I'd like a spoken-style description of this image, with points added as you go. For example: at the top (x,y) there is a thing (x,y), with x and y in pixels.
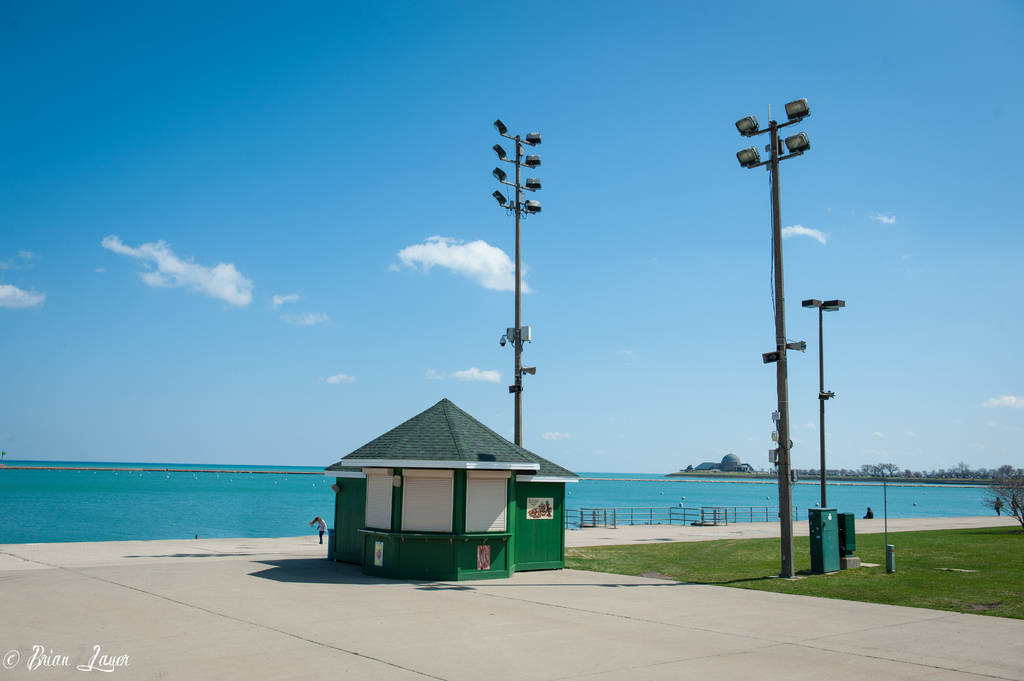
This looks like a small house (427,530). These are the water (143,518) flowing. I think there is a person (325,526) standing. These are the street lights (756,123). In the background (984,468), I can see the trees (964,467). These are the kind of barricades (713,517). I can see the clouds (210,284) in the sky (275,268). This is the watermark (68,666) on the image.
